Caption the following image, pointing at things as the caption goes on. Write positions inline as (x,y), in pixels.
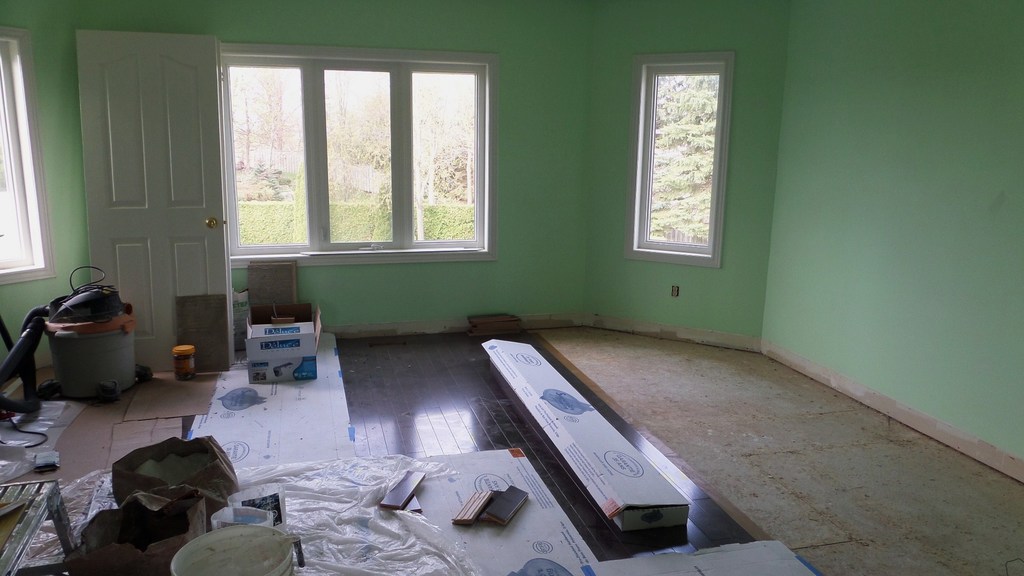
This image is taken inside of a room (687,402), where we can see card board boxes (292,358), basket (74,323), bag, table (63,512), containers (245,518), covers (397,527), floor (768,408), wall (902,229), windows (417,187) and a door (153,186).
